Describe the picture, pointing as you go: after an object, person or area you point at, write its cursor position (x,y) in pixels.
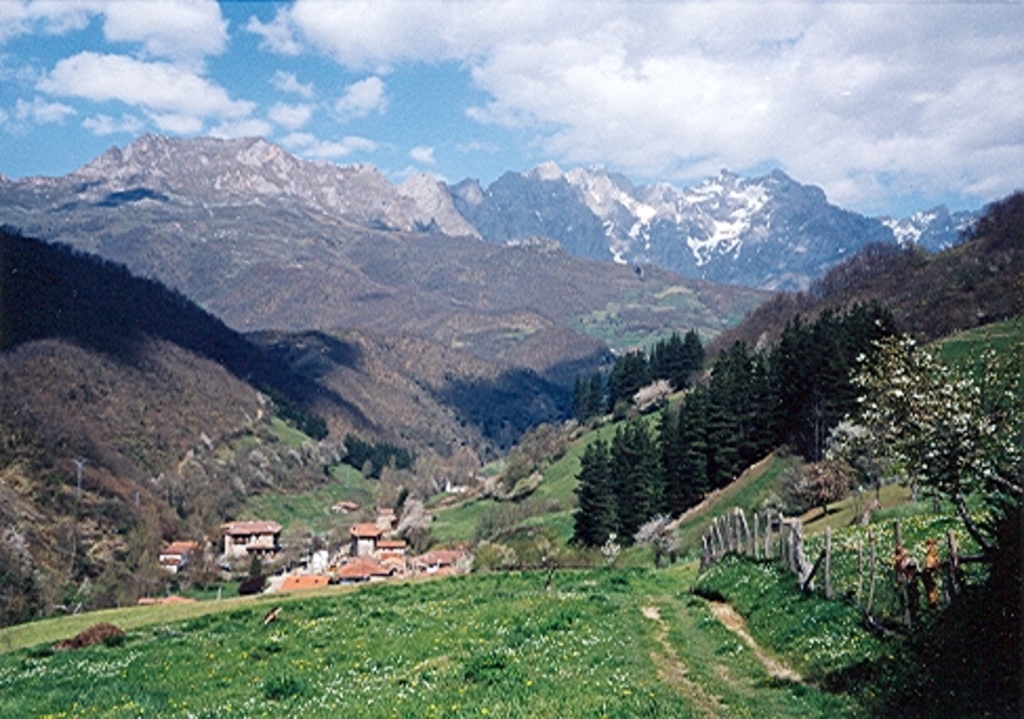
In this picture we can see the grass (517,603), poles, buildings (189,552), trees (330,543), mountains (269,214) and in the background (537,67) we can see the sky (391,67) with clouds (733,34).
